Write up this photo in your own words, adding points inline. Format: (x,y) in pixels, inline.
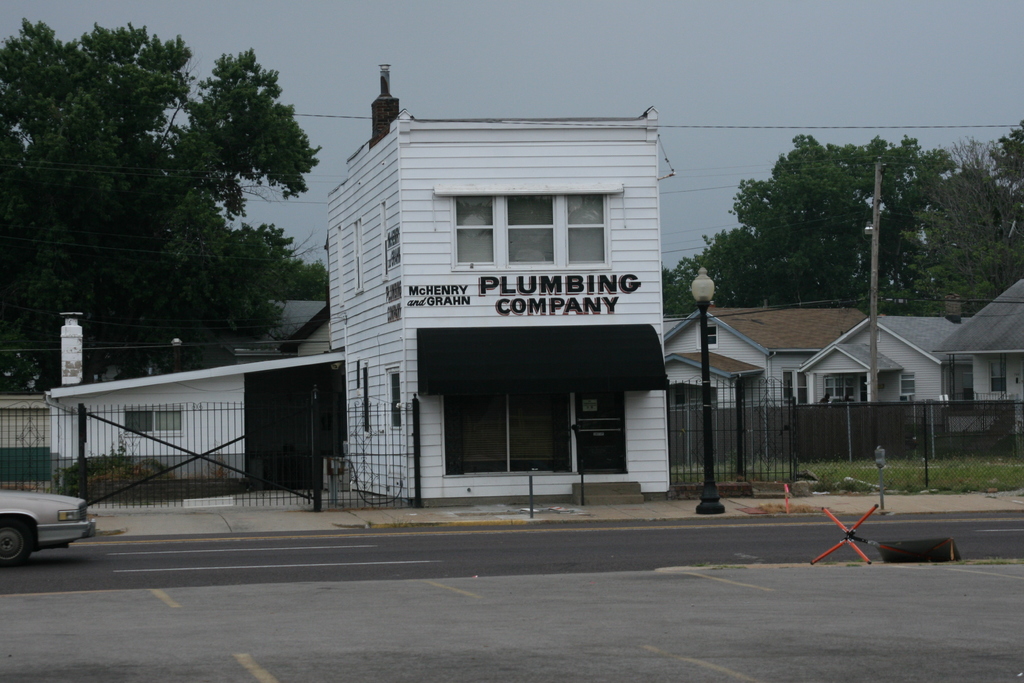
In the image we can see there are buildings (895,390) and these are the windows (838,390) of the buildings (824,382). Here we can see the fence (927,466), light pole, electric pole (871,268), electric wires (671,193), trees (799,215) and the sky (648,59). Here we can see a vehicle (58,530) on the road (463,542) and we can see the grass (896,485).
